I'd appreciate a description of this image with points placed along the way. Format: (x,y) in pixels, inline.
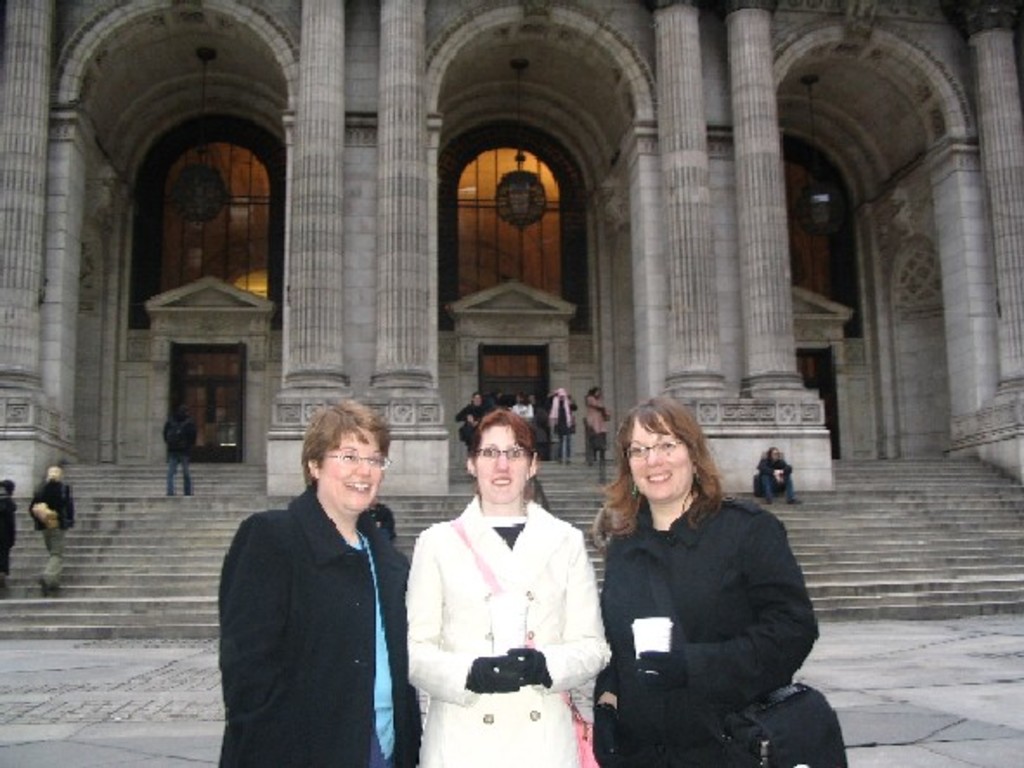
In this image we can see people (477,588) and there are stairs (132,604). In the background (628,349) there is a building (594,166).
